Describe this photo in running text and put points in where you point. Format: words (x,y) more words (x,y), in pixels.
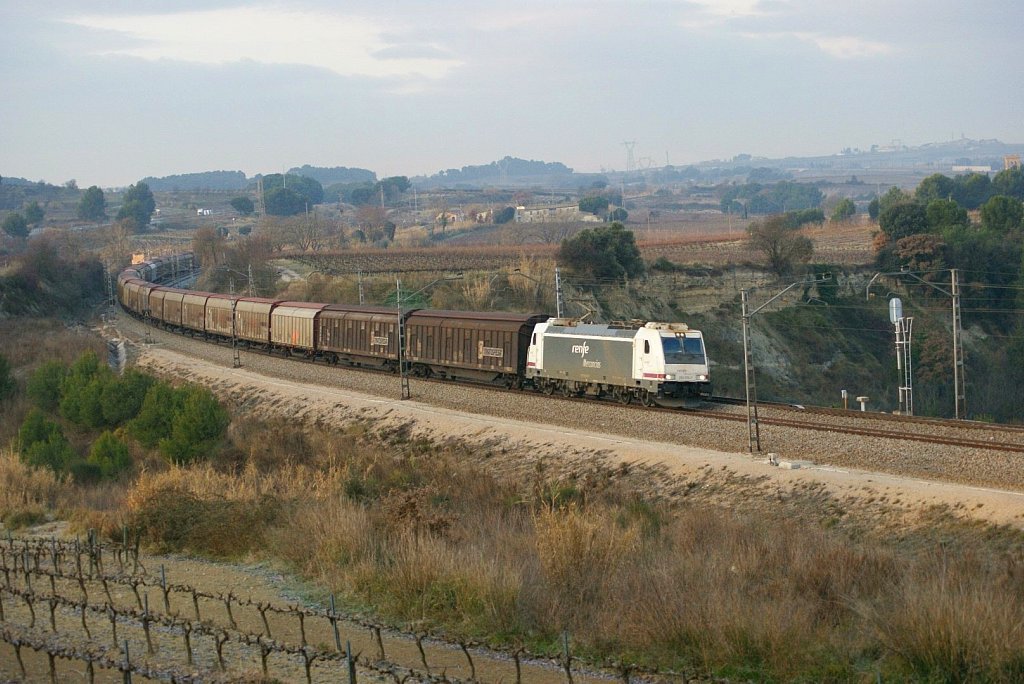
This image consists of a train (438,345). At the bottom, we can see a track (777,417) along with stones (641,426). And there is green grass (351,589) in this image. In the background (954,232), there are trees (935,236). At the top (439,85), there is sky (354,98).
